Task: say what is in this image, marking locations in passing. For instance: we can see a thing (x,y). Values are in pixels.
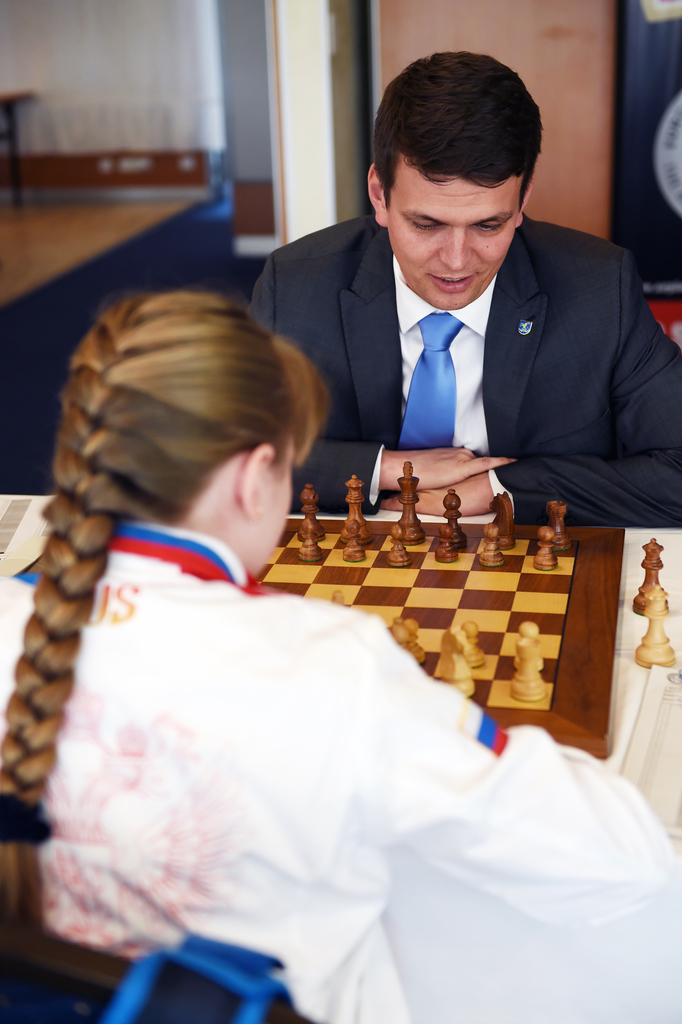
In the center of the image (437,614) there is a table (660,879) and we can see a chess board (453,584) placed on the table (639,680). We can see chess pieces (650,621). There are two people (361,736) sitting. In the background (195,183) there is a wall (261,98).
